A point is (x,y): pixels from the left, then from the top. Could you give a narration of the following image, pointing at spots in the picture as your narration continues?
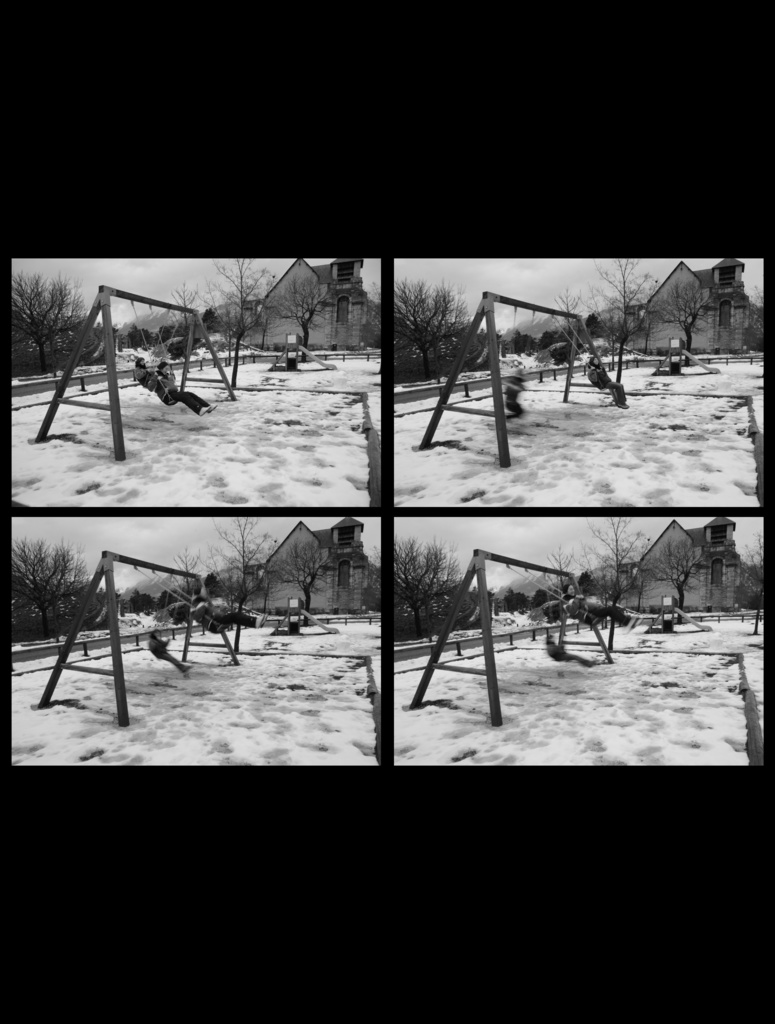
I can see this is a black and white picture that collaged with four images. There are two persons (198,408), trees (691,333), there is a wooden stand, there is a building (669,304), barrier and in the background (145,279) there is sky (135,279). And there are some other objects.
